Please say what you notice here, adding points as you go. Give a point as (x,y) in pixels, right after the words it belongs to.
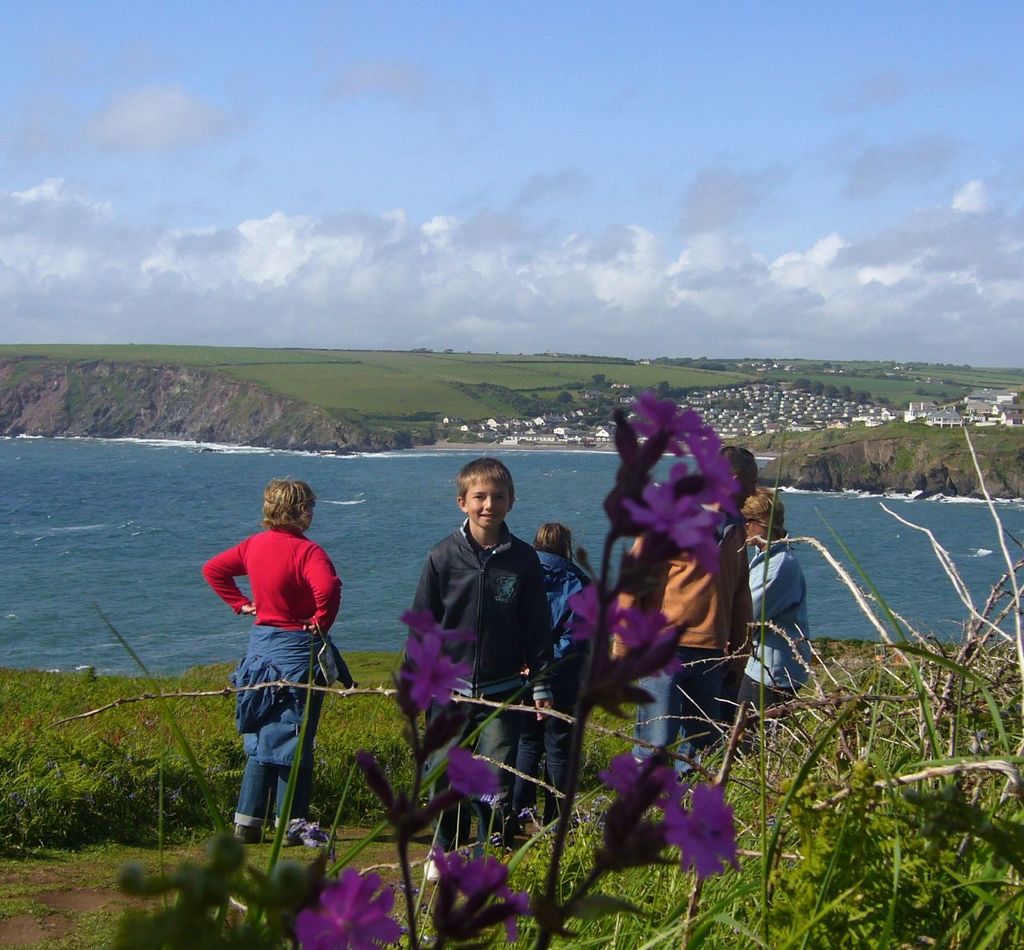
Here we can see a plant (426,650) with flowers (440,658) and grass (962,741) at the bottom (443,634). There are five persons (258,640) standing on the ground (375,722). In the background (376,467) there is water (350,485) and to either side of the water (195,530) we can see houses (581,433), buildings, grass (826,443) and clouds (495,234) in the sky (367,262).
